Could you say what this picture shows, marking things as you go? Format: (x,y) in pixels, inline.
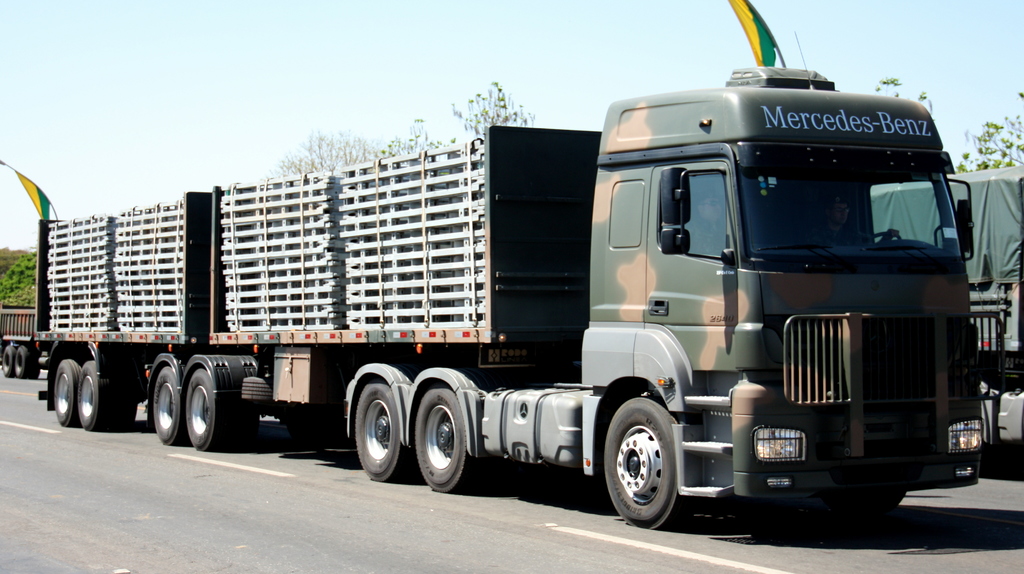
In this picture there is a green color military lorry (255,337) passing on the road (10,380). Behind there are many silver color metal frames (255,298).
